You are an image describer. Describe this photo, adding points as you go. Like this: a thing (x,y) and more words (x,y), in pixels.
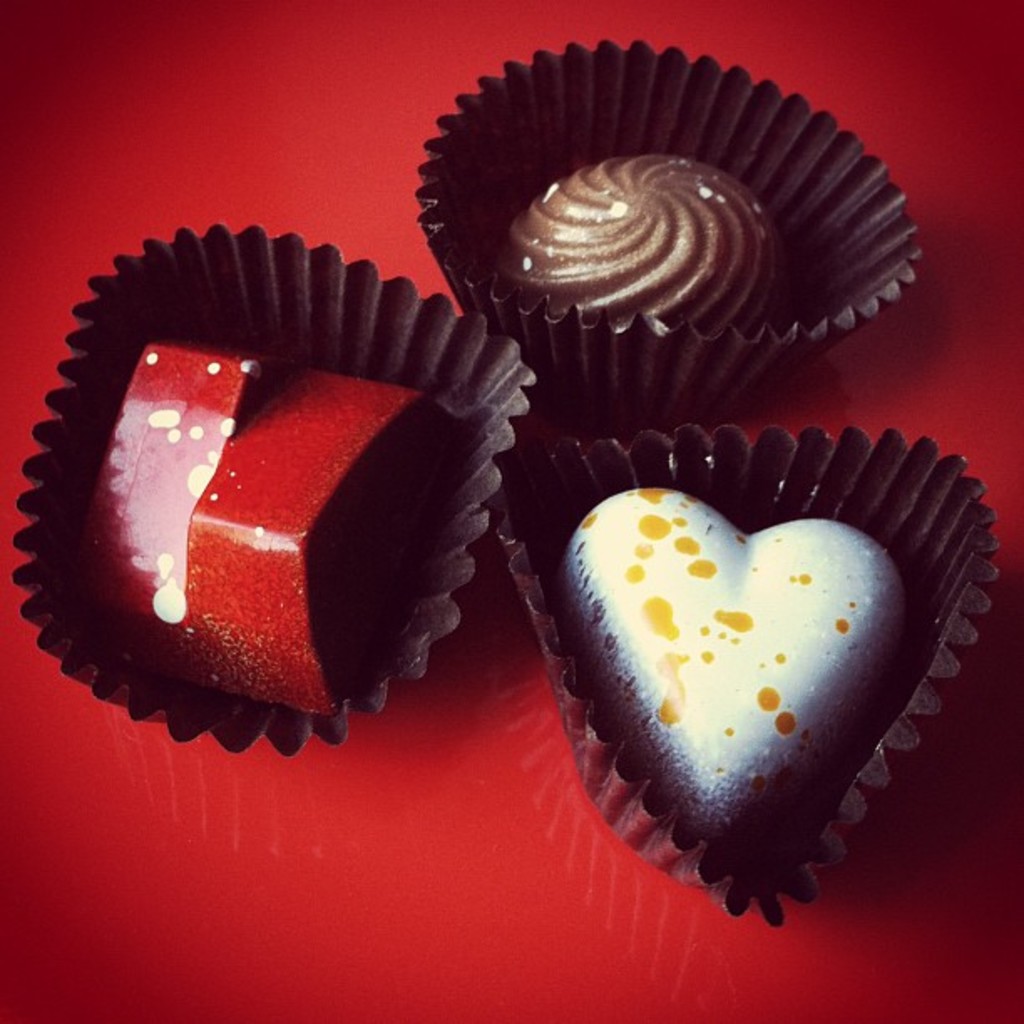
In this image I can see some chocolates (365,537) on the red color surface (349,877). These cups (738,851) are in black color and the chocolates (412,421) are in red, brown, yellow and white color.
